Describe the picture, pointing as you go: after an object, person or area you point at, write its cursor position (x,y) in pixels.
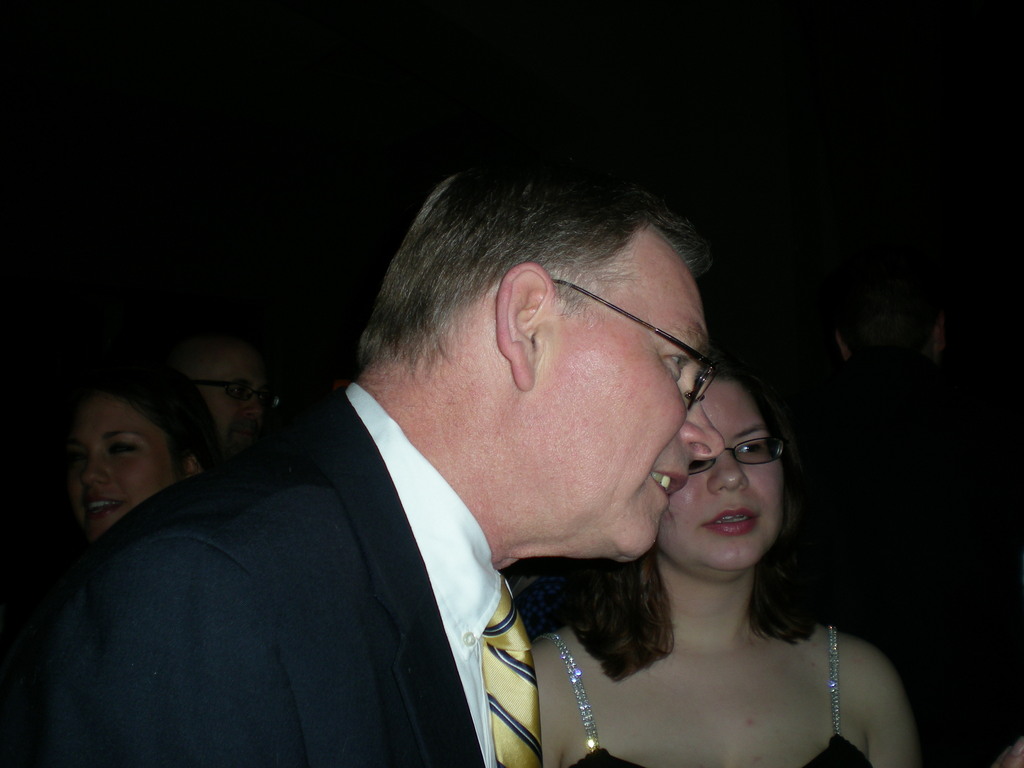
In this picture I can see there is a man (422,630) standing and he is wearing a blazer (409,597), shirt (468,656), a tie (491,665) and spectacles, there is a woman (842,705) standing beside him and she is wearing a black dress (602,752) and spectacles (768,443). They both are looking at right side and there are two other people (156,412) standing at left (242,407) and among them a man (243,421) is wearing spectacles (238,395) and looking at right side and there is a woman (133,483) she is looking at left side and smiling. There is another person (904,400) in the backdrop (940,515) at right side (907,415) and the backdrop (203,101) is dark.
